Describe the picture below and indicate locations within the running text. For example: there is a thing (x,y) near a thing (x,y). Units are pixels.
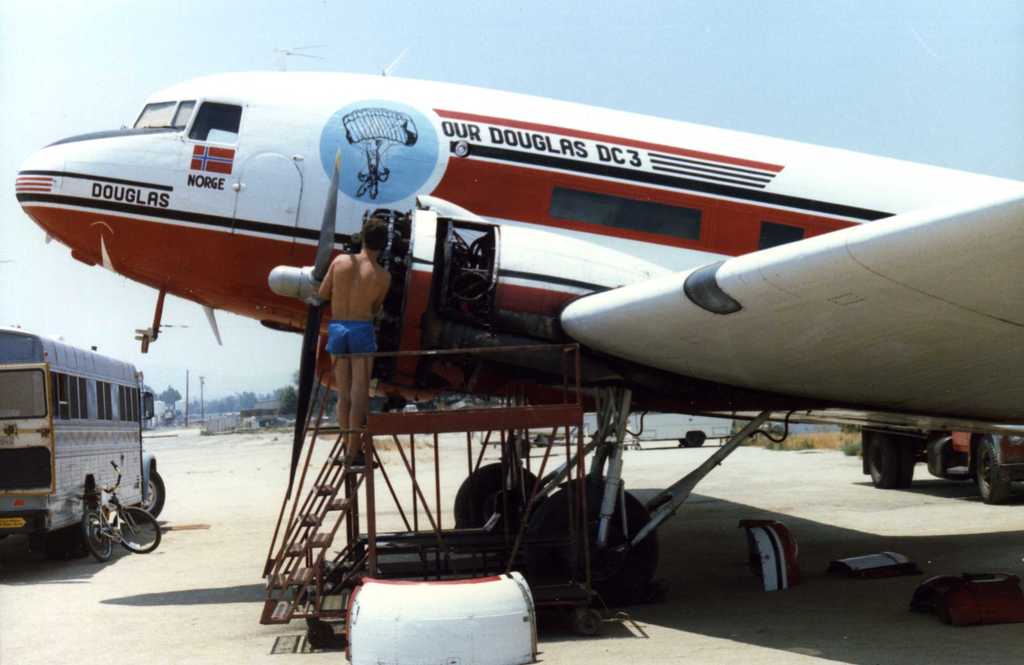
In the center of the image (401,308) there is an aeroplane (740,177) and we can see a person (375,269) standing on the stairs (355,514). There are vehicles (146,534). In the background (205,390) we can see trees (208,405), poles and sky (587,91).
